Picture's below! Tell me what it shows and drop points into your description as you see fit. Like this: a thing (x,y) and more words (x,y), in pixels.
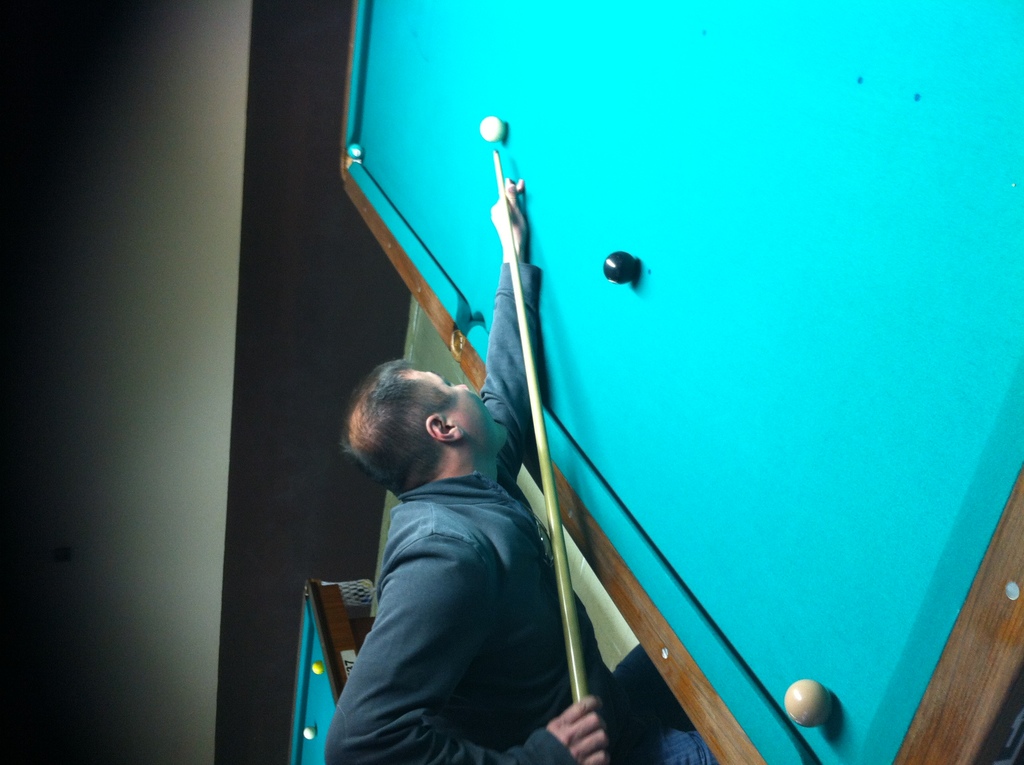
This picture is clicked inside the room (442,616). In the center (471,403) we can see a person (511,617) standing and seems to be playing billiards and we can see the resin balls (495,126) on the billiard tables (973,257). In the background (167,383) we can see the wall (165,382) and some other objects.
